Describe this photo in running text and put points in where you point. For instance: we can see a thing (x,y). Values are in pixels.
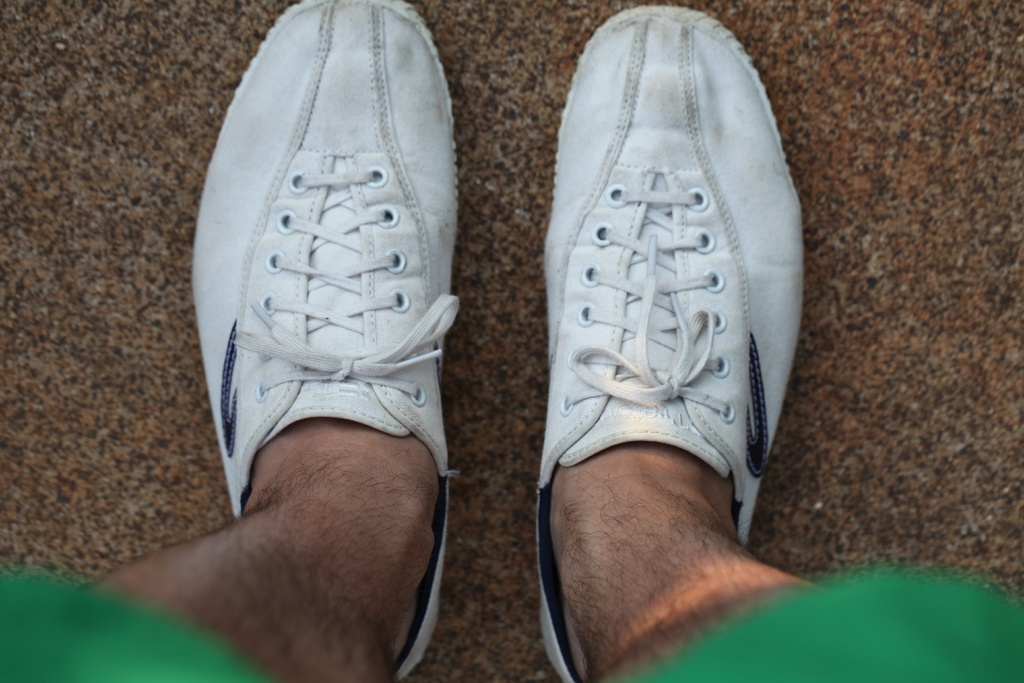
In this picture we can see person's legs (605,593) with shoes (698,209) on the surface (856,339).
